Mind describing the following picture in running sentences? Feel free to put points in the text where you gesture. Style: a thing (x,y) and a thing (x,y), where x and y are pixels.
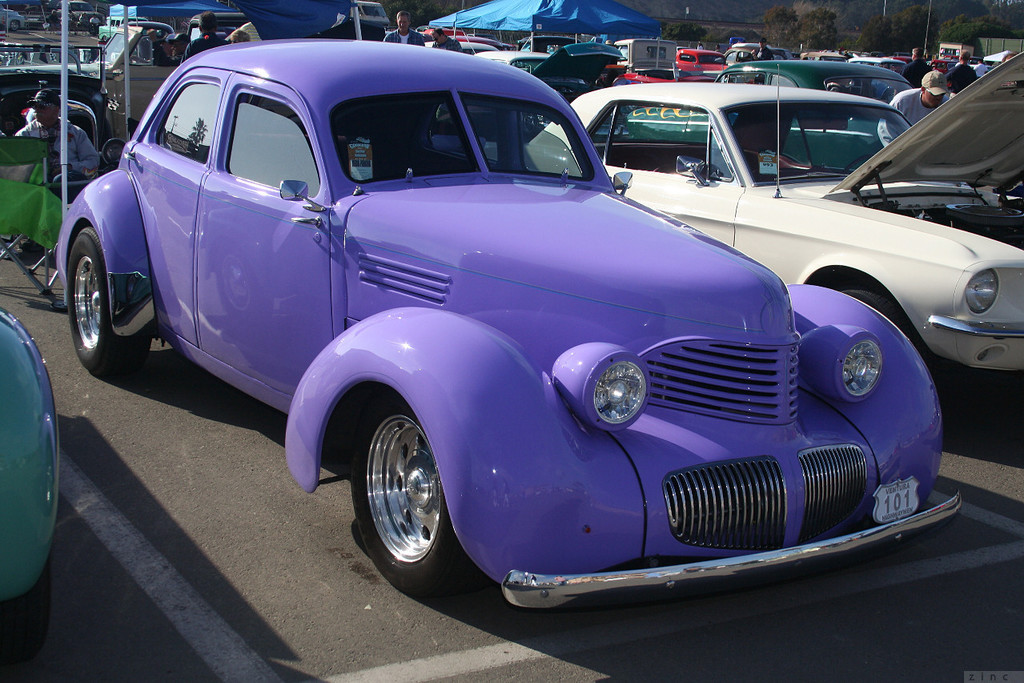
In this image, I can see different types of cars (769,145) with different colors are parked. I can see few people (449,41) standing. These are the canopy tents (542,19), which are blue in color. In the background (823,31), I can see the trees (886,32). Here is a person (40,135) sitting on the chair (46,167).
